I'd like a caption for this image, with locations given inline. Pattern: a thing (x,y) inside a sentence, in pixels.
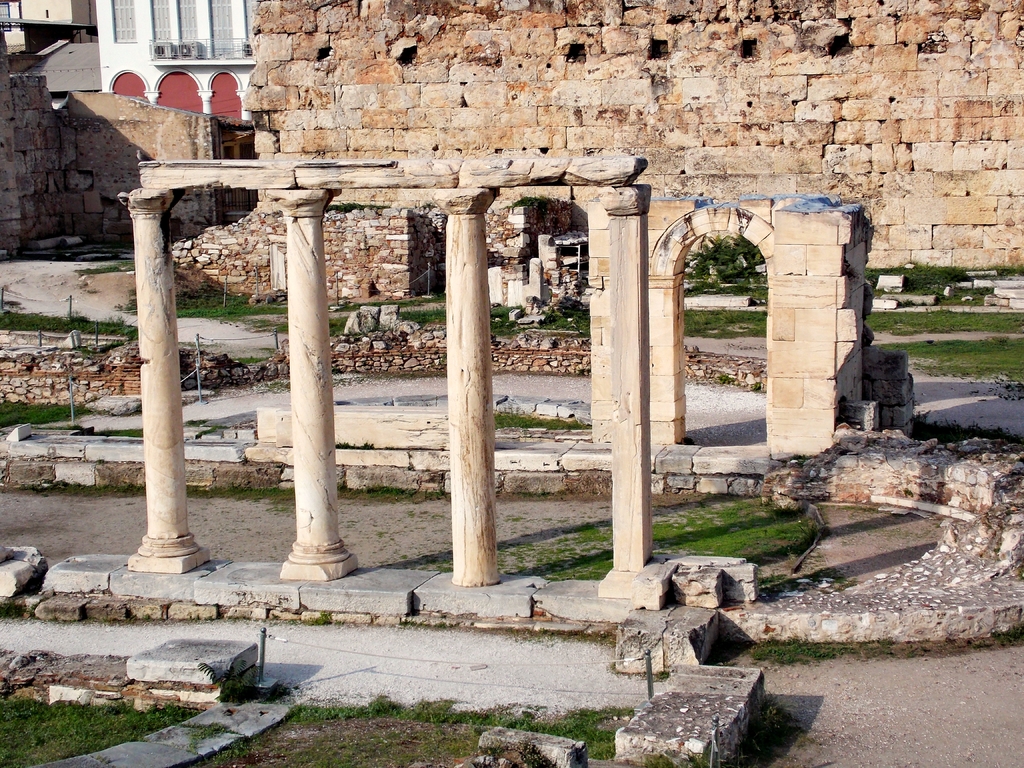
This picture is clicked outside the city. In the foreground (716,685) we can see the poles (650,687), green grass (435,738) and some stones (694,746). In the center (657,279) there is an arch (706,216) and we can see the pillars (617,387) and some stones (499,350). In the background (366,120) we can see the buildings (116,45) and the walls (391,49) and windows (191,24) of the buildings (174,69).
